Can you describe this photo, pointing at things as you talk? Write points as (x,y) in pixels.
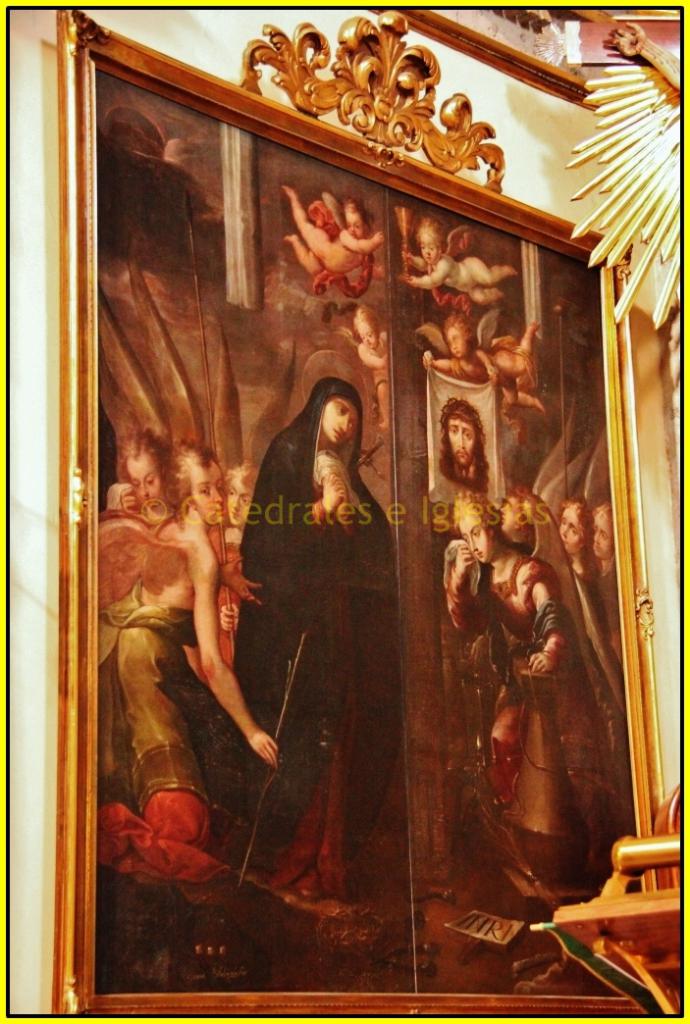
In this picture we can see a frame (183,957) on the wall (669,493) and in this frame (325,840) we can see some people (117,530).
